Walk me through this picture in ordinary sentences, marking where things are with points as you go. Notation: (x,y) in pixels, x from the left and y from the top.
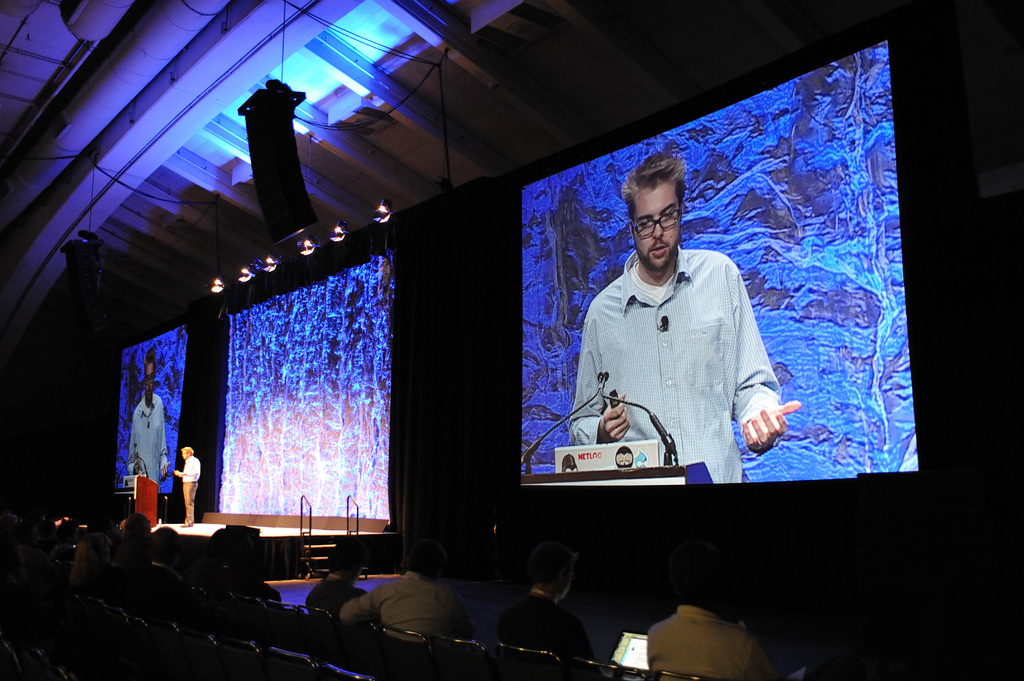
In this image, there are a few people (189,449). Among them, we can see a person (190,483) on the stage (208,533). We can see a podium (144,477) and some microphones (140,460). We can also see a board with some text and images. We can see some screens (154,454) and the wall (234,326). We can see some stairs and the railing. We can also see some objects (292,215) attached to the roof (75,157). We can also see the ground (476,602).
